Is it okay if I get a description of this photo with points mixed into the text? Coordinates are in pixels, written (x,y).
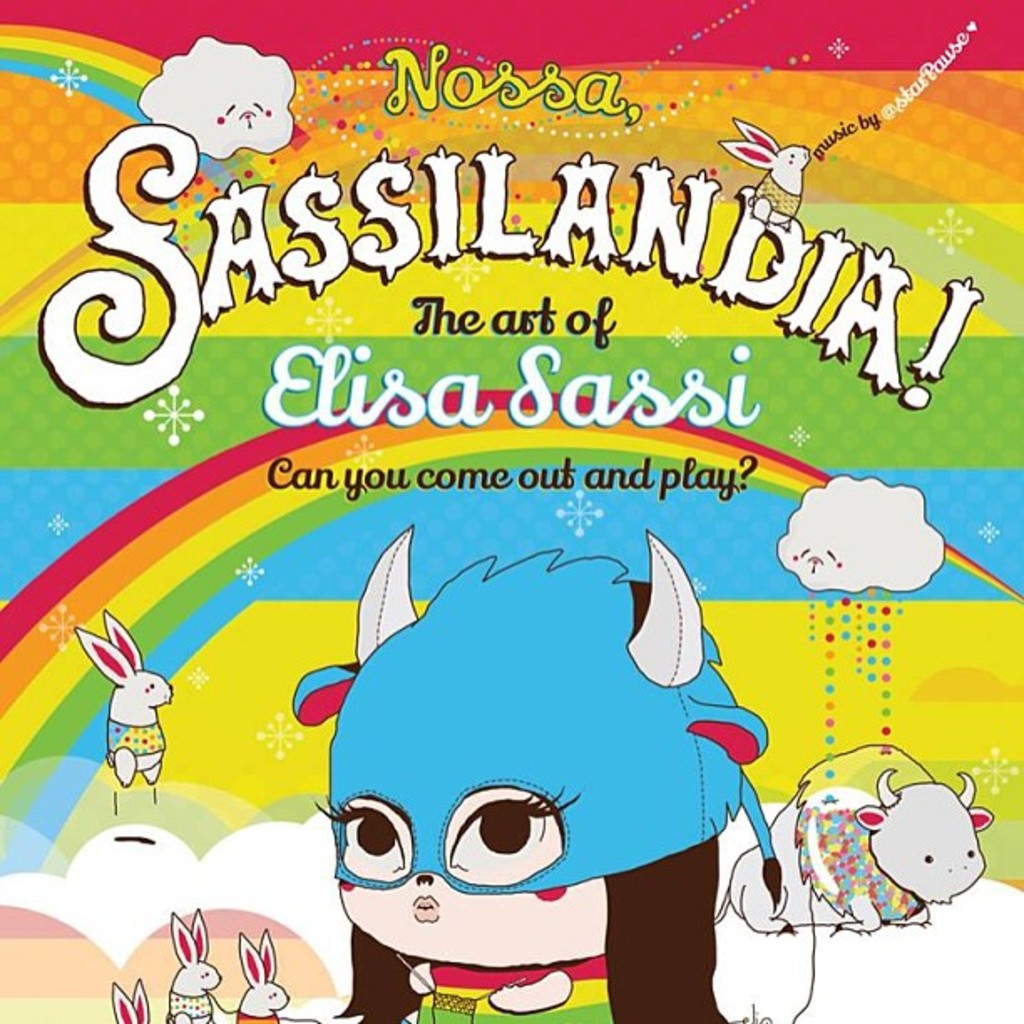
In this image I can see a colorful poster (404,577) with depiction of cartoon characters (752,743) at the bottom of the image (520,864). At the top of the Image (126,233) I can see some text (689,264).
